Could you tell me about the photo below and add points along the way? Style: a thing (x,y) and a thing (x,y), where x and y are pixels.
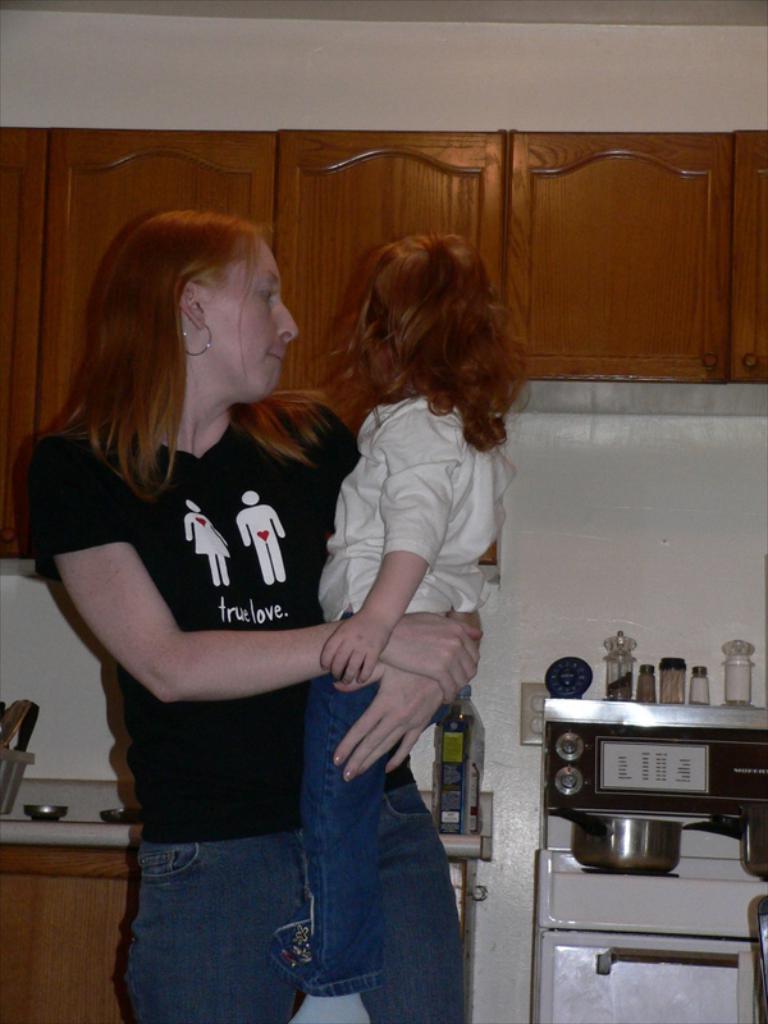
In this image, we can see a lady (291,543) holding a baby (360,543) and in the background (616,693), there is an oven (698,724) and we can see some jars (617,650), a vessel (620,835) and there are bottles (451,778) and some other objects (17,766) on the counter table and we can see a cupboard (517,174) and a wall (606,471).
